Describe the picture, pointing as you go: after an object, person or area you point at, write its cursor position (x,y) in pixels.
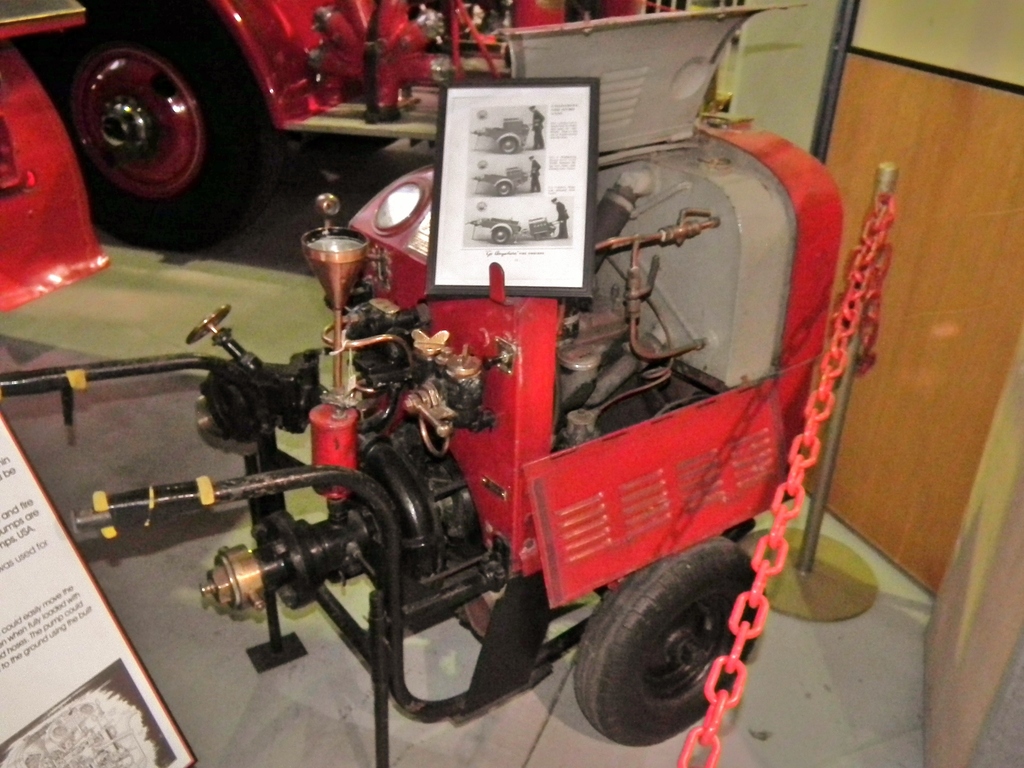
In this image I can see an engine (493,467) which is black and red in color which has wheels (642,613). I can see a photo frame (535,286) on the engine (498,299). I can see a pole (837,406), a red colored chain (888,215) to the pole (874,307) and in the background (404,132) I can see a red colored vehicle (301,39) on the floor (254,258).
